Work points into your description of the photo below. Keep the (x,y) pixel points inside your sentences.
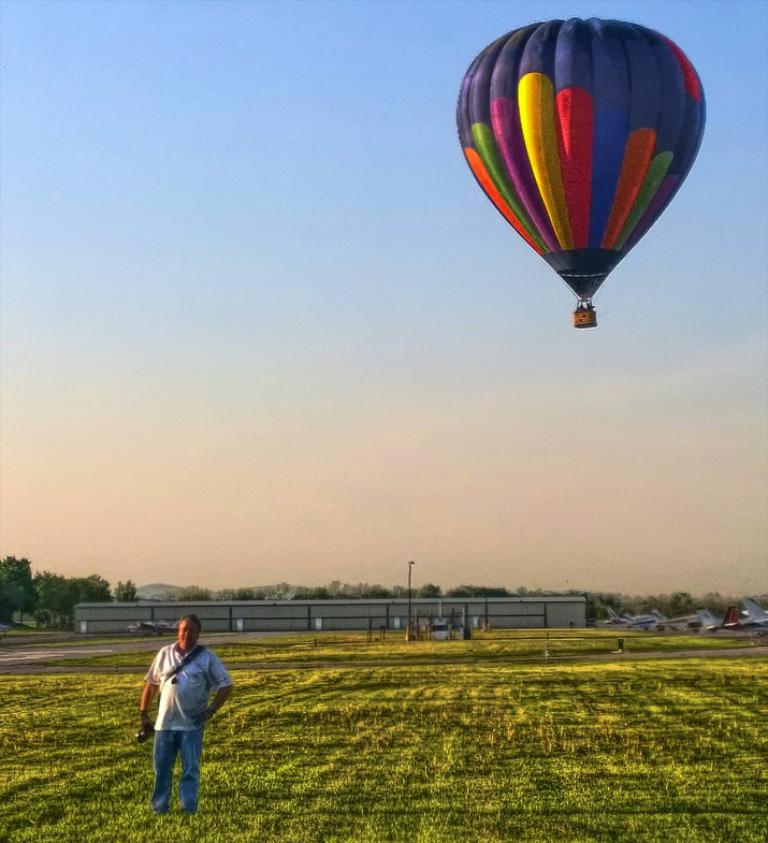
In this image we can see a man (185,633) standing on the grass (245,727). In the background (209,609) we can see the building (384,601), pole (412,593), trees (375,587) and also the airplanes (641,617). We can also see the sky (394,201). There is a hot air balloon (589,201).
